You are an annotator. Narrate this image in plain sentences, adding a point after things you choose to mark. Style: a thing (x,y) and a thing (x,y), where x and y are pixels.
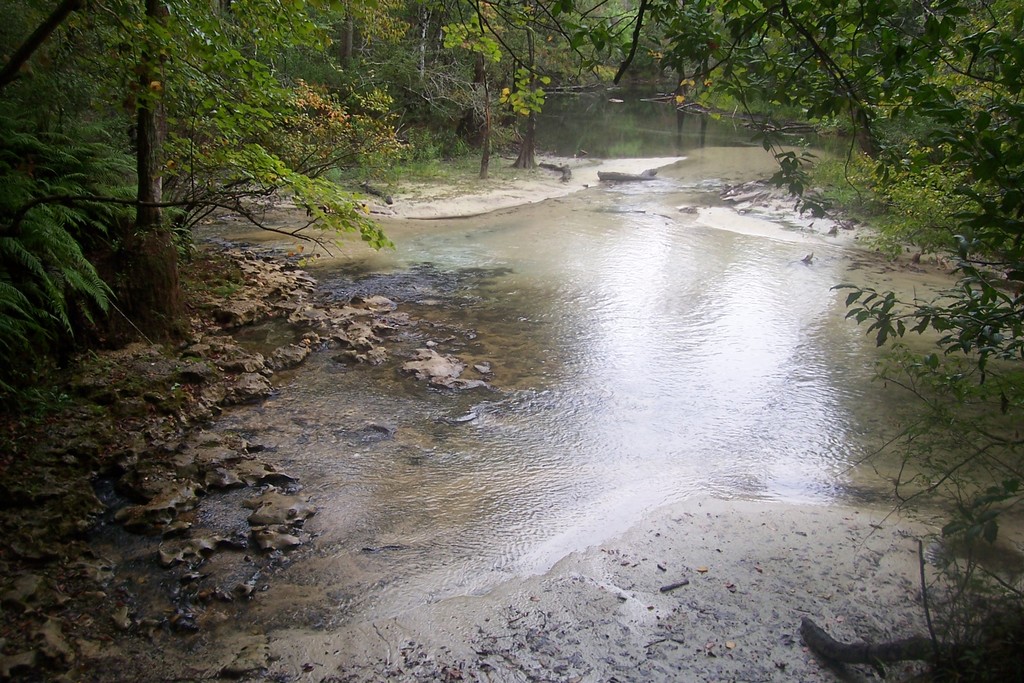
In this image, we can see trees (188,65) and at the bottom (564,528), there is water (701,267) and we can see rocks (151,398).
